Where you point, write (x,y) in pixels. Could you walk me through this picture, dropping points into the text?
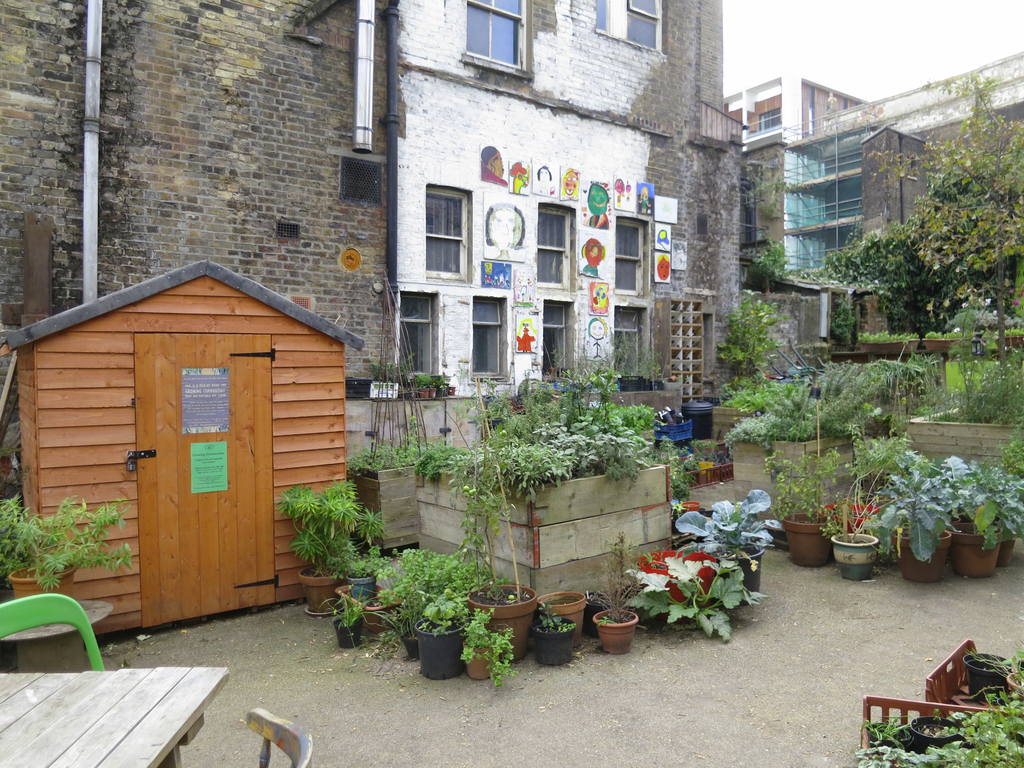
In this image I can see number of plants (741,432). I can also see few chairs (31,612), a table (157,730), a shack (269,431) and few buildings (643,170).
